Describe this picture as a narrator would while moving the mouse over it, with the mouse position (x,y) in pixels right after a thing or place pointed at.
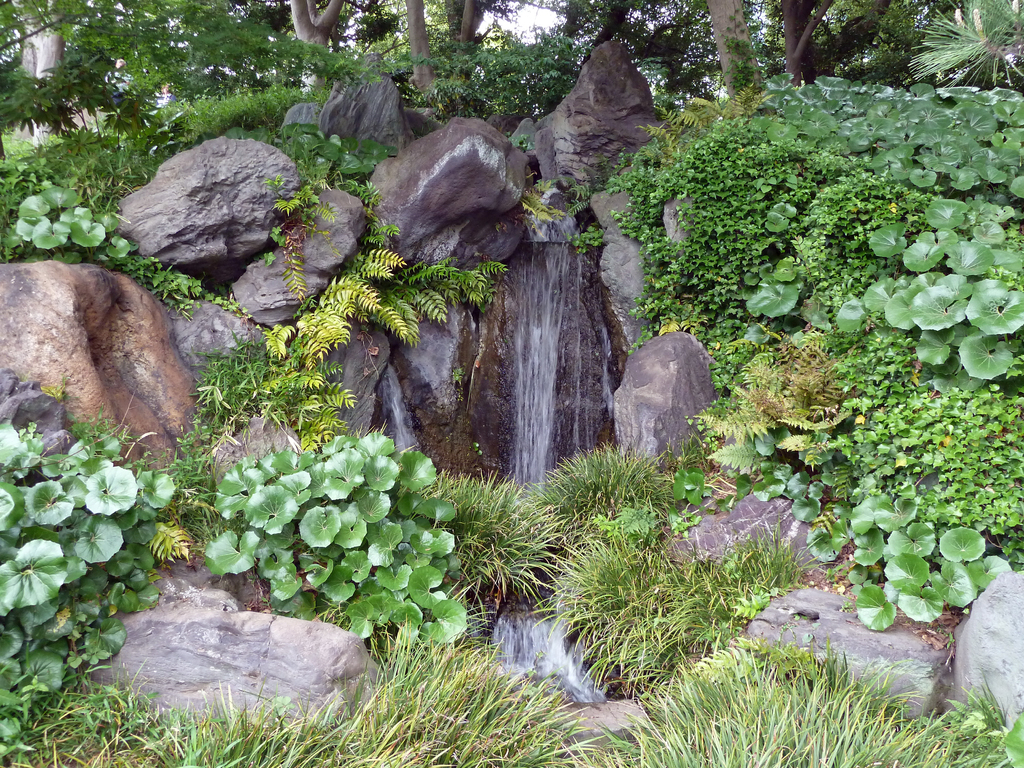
In the picture I can see the waterfall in the middle of the image (572,386). I can see the plants (268,345) and rocks (479,394) on the left side (228,309) and the right side (857,111) as well. I can see the green grass (415,706) at the bottom of the image (690,702). I can see the trees (262,24) at the top of the image (570,58).
